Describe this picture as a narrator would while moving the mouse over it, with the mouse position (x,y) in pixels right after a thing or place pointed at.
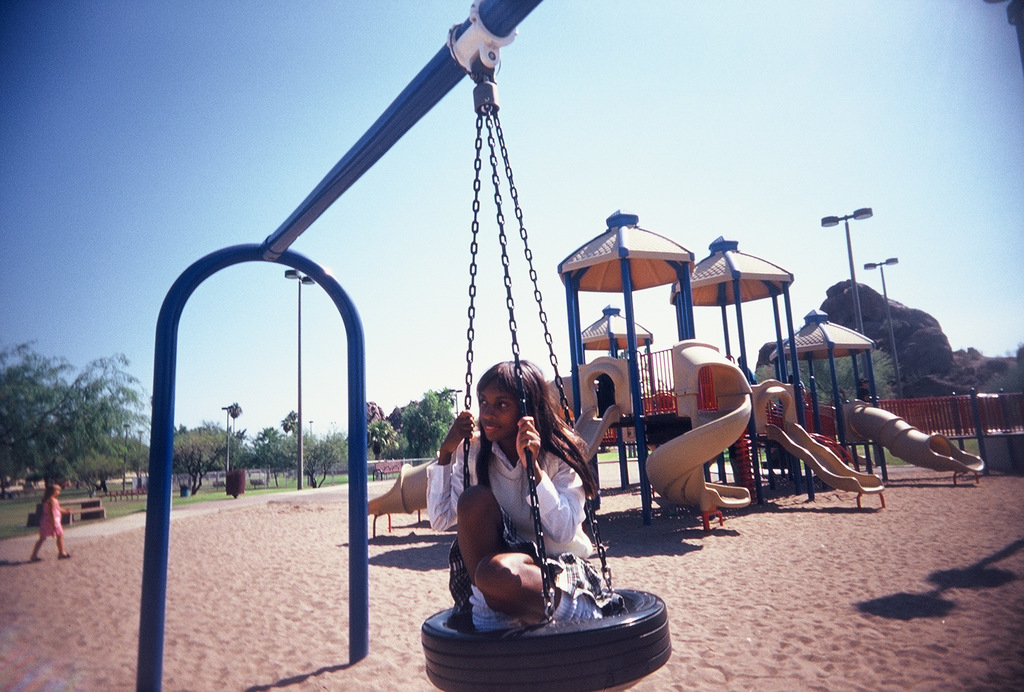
This image is clicked outside. There are so many trees (46,401) on the left side (210,438). There is sky (282,197) at the top (177,73). There is one child (525,495) in the middle (510,424), she is sitting on a swing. There is another child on the left side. There are so many playing equipments (621,431).
